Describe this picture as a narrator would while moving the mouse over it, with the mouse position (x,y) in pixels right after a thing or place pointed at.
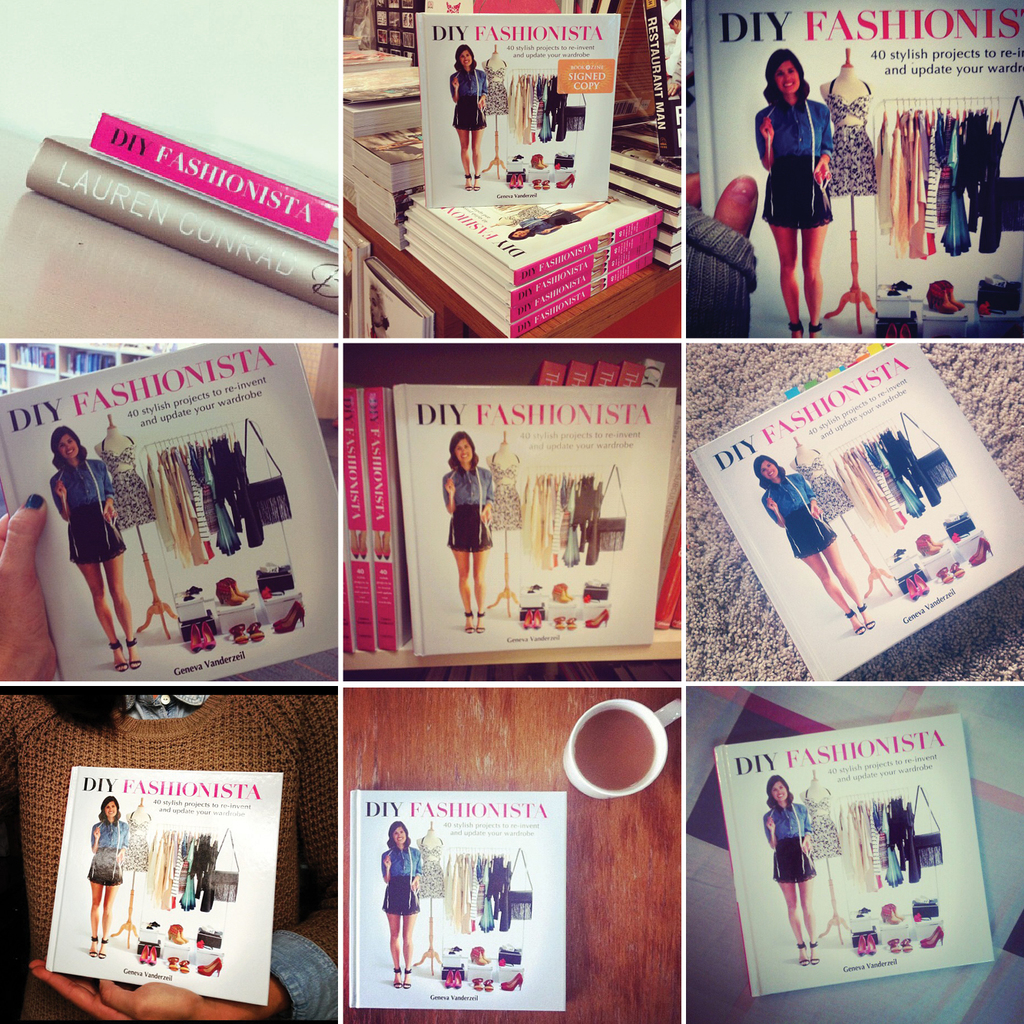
This is a collage picture. In this picture we can see the books (807,281), cup of tea (609,712) on a wooden platform (561,725), people hands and we can see a book (824,225) in the person hand (30,575).
